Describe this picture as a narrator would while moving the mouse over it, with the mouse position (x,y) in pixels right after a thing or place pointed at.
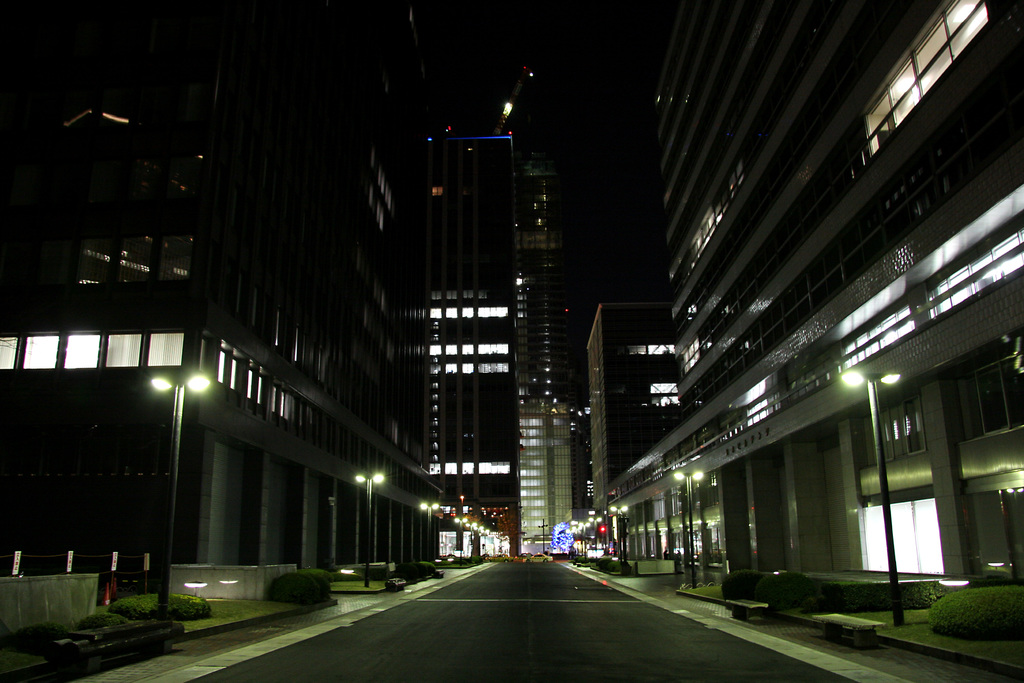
In this image we can see some buildings (362,408) with windows (319,409). We can also see some street poles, pathway (571,607), lights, plants (290,584) and the sky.
